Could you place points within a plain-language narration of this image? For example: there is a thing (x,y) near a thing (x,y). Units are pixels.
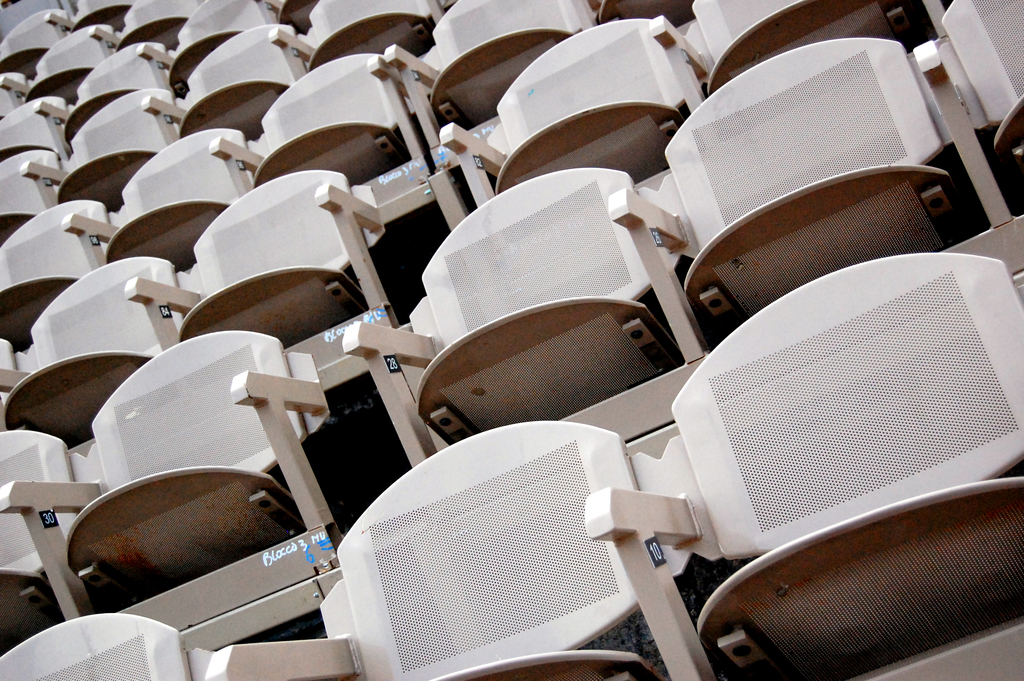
In the foreground of this image (860,454), there are chairs (840,471).
